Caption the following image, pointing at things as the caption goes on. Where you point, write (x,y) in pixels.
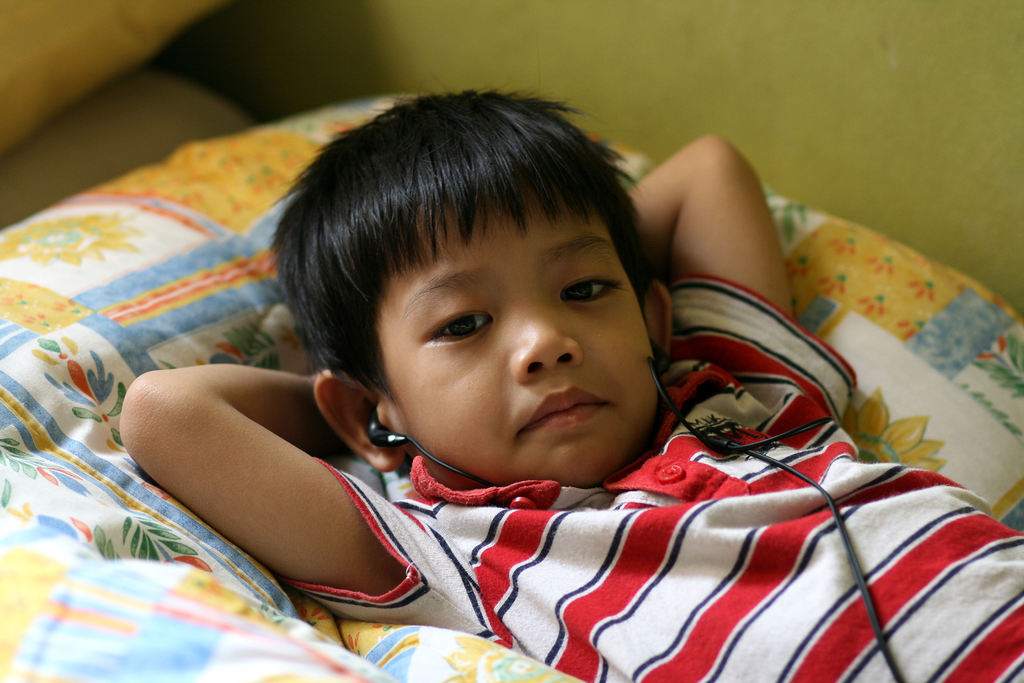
In this image, we can see a boy (614,539) wearing headsets (443,462) and lying on an object (206,347). At the top of the image (720,91), we can see the wall (596,66), yellow and white color objects (126,116).
